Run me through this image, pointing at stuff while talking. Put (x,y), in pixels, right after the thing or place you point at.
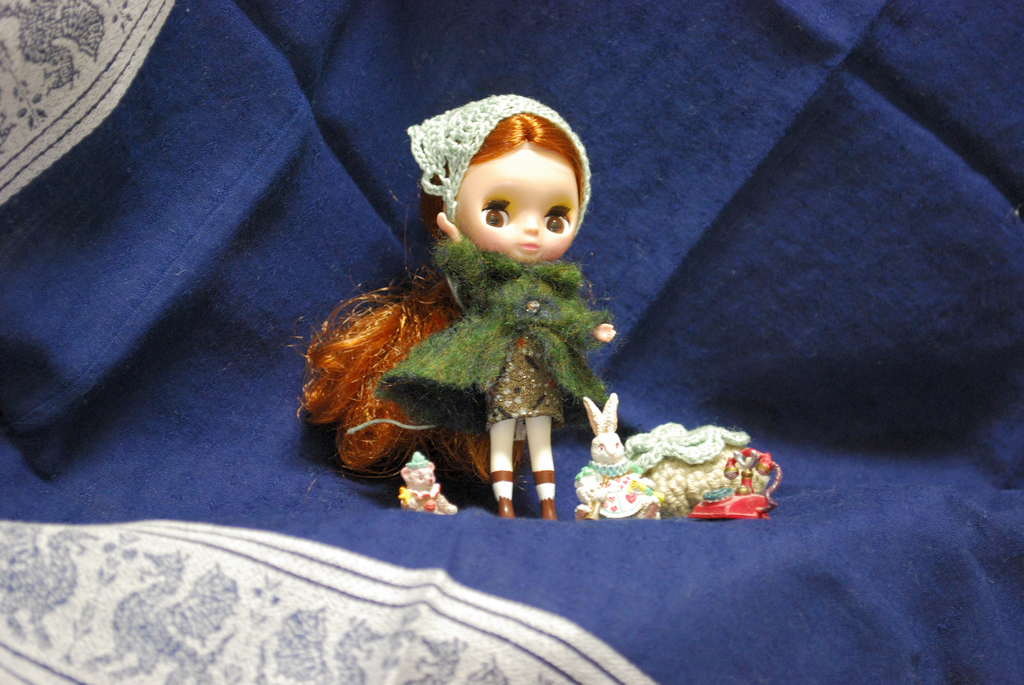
In this image we can see one blue cloth (390,244), one doll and some toys (400,488) on the surface (225,511).
